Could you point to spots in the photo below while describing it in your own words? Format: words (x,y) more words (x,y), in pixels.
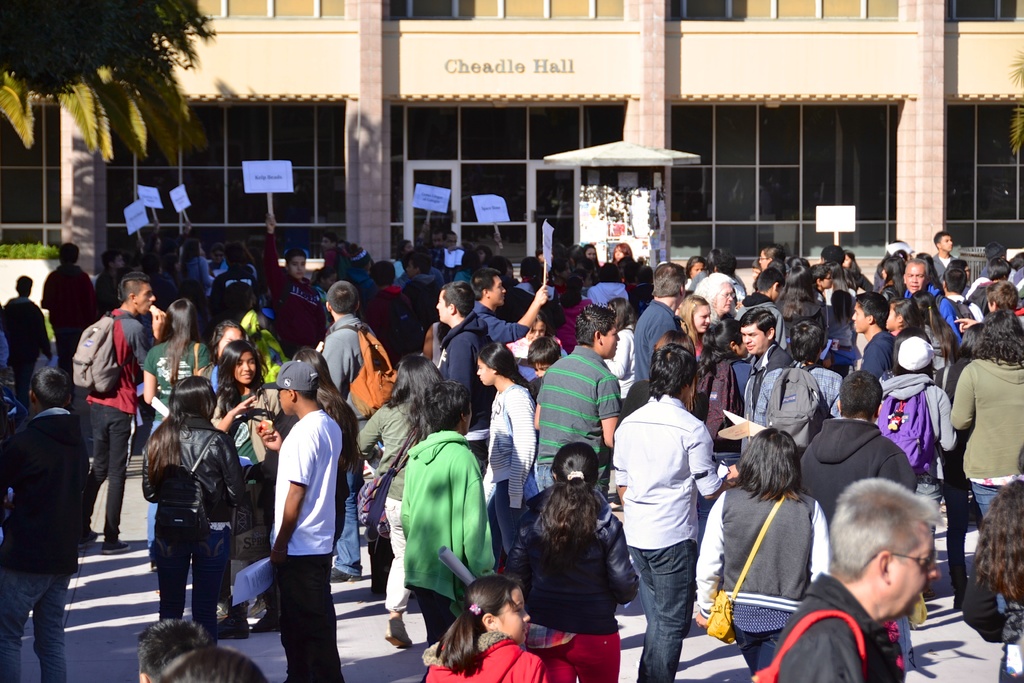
In the center of the image (480,394) group of people (413,360) are standing. At the top of the image (506,72) building (526,82) is there. At the top left corner (69,67) tree (63,28) is present. In the middle of the image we can see boards (159,205) and some small bushes (46,247) are present. At the bottom of the image (369,658) road (377,652) is there.
